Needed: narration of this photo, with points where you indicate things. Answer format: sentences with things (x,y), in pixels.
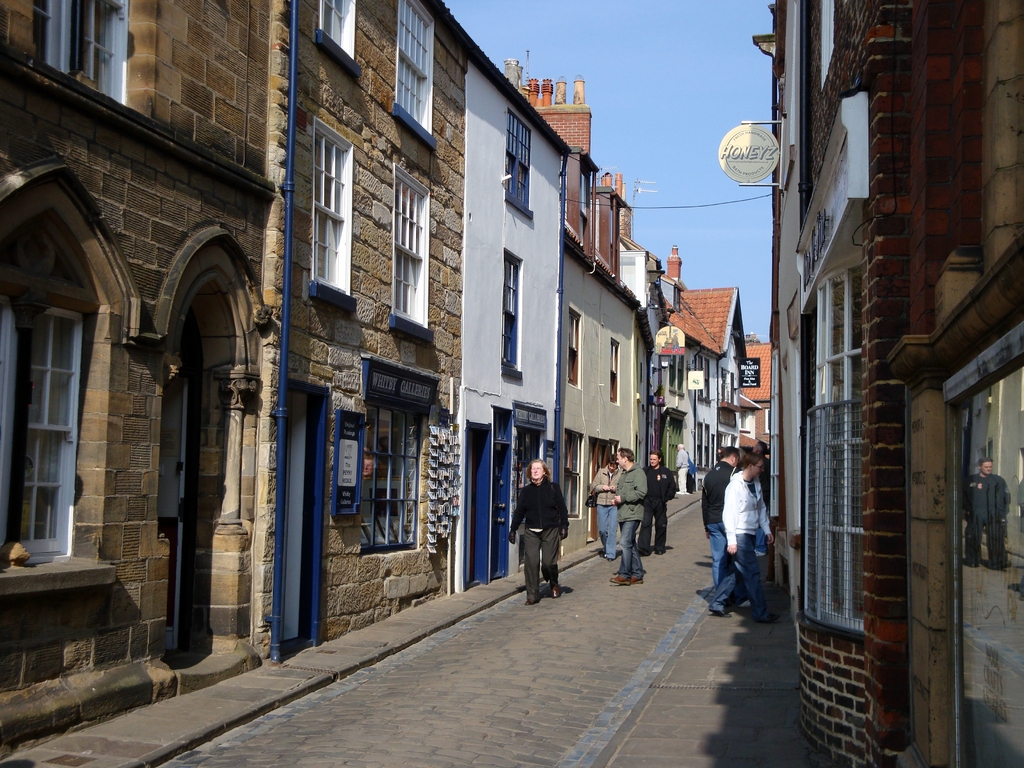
In this image we can see a group of people (647,517) on the pathway (593,683). We can also see a group of buildings (870,473) with windows (509,429), the sign boards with some text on them and the sky (690,162) which looks clear.
